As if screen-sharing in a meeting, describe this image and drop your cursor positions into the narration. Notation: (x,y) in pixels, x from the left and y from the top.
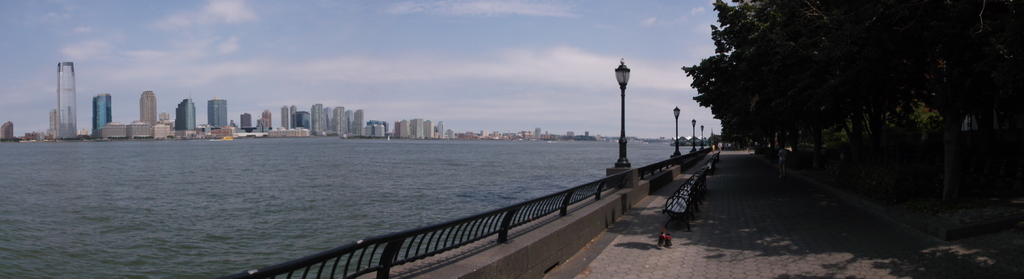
In this image on the pavement (756,175) there is a person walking and there are few benches (702,183), beside the person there are trees (772,117), in front of the benches (686,192) there is a metal rod fence (621,187), on the fence (514,217) there are lamps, on the other side of the fence (579,199) there is a river (310,196), beside the river (213,200) there are buildings (218,128), at the top of the image (257,65) there are clouds (239,82) in the sky (143,40).
